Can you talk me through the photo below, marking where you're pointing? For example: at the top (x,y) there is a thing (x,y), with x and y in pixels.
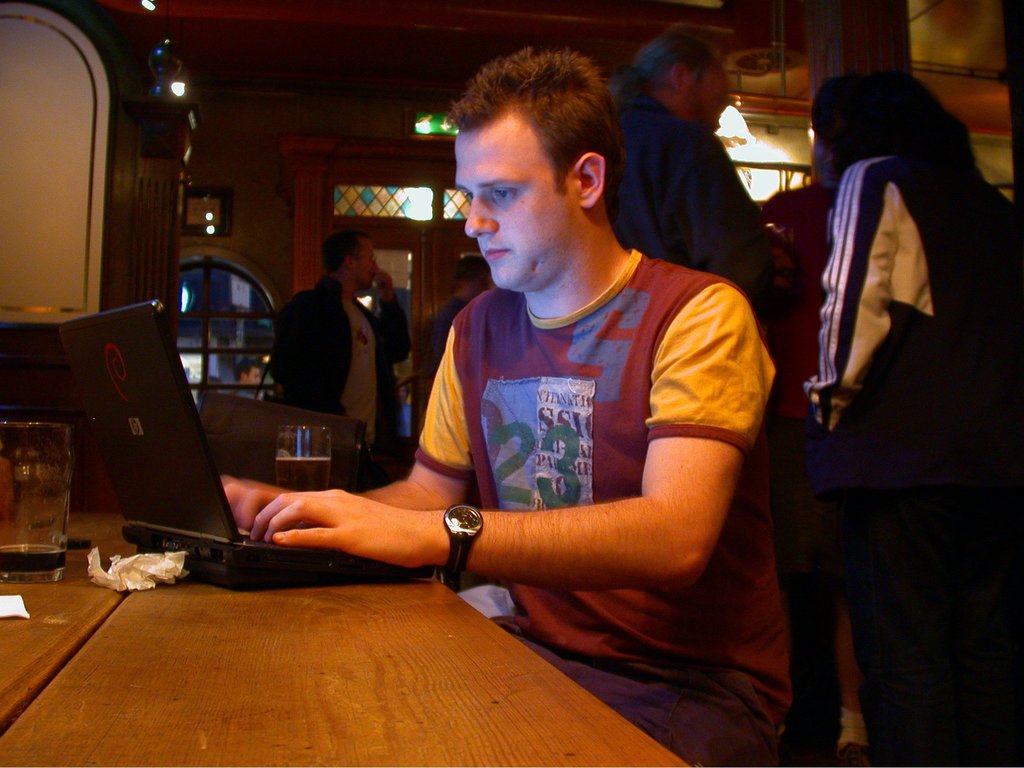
In the middle (554,416), a person (731,385) is sitting on the chair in front of the table (107,730) on which a glass (64,552), laptop (198,545) is kept. Behind that three person (880,391) are standing. In the left (162,160), a cupboard (167,153) is there and shelves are visible. A roof top (219,79) is there on which lamp (158,73) is mounted. And door (406,283) visible in the middle (406,283). And two person (384,303) are standing. This image is taken inside a room (739,48).
